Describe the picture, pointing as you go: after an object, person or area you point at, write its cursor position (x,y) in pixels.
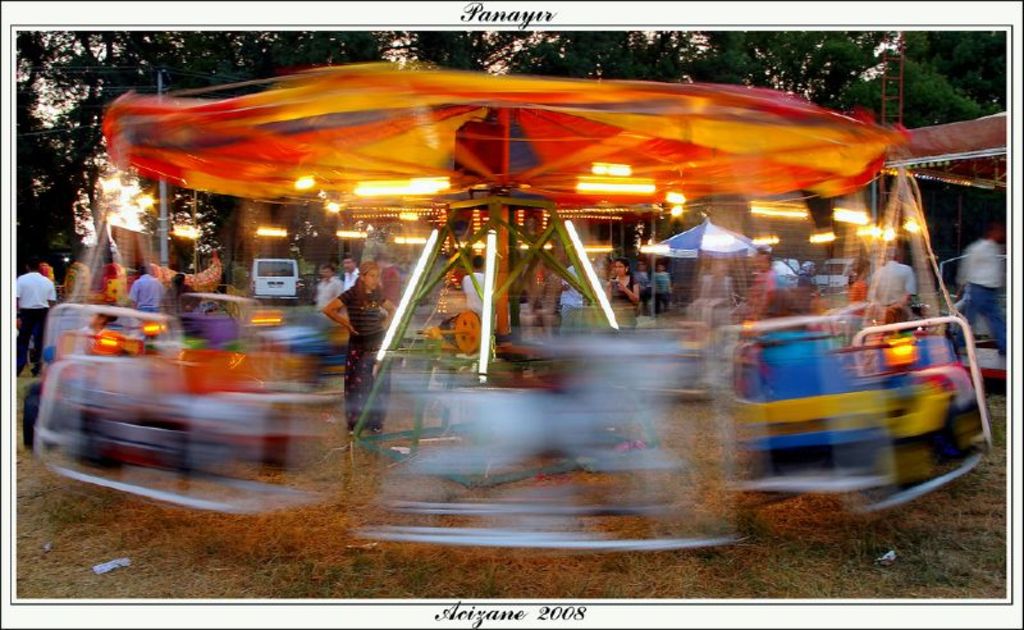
In the picture I can see people (353,267) standing on the ground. I can also see lights (489,238) and some other objects (543,259) on the ground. In the background (384,55) I can see trees (457,64). I can also see something written on the image.
